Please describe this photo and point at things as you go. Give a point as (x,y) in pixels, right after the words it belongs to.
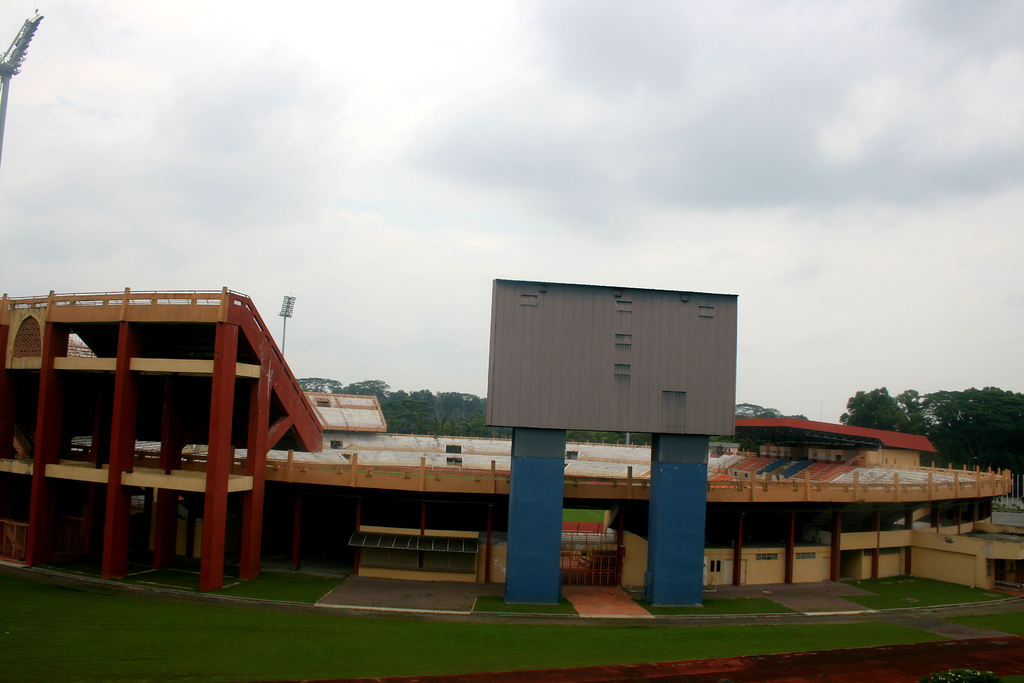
This image is clicked at a stadium (477,554). At the bottom (358,636) there is grass (611,649) on the ground (410,650). Behind it there is a building (616,482). In the background (951,431) there are trees (418,413). To the left (33,28) there are light poles (8,68). At the top (507,67) there is the sky (574,74).
